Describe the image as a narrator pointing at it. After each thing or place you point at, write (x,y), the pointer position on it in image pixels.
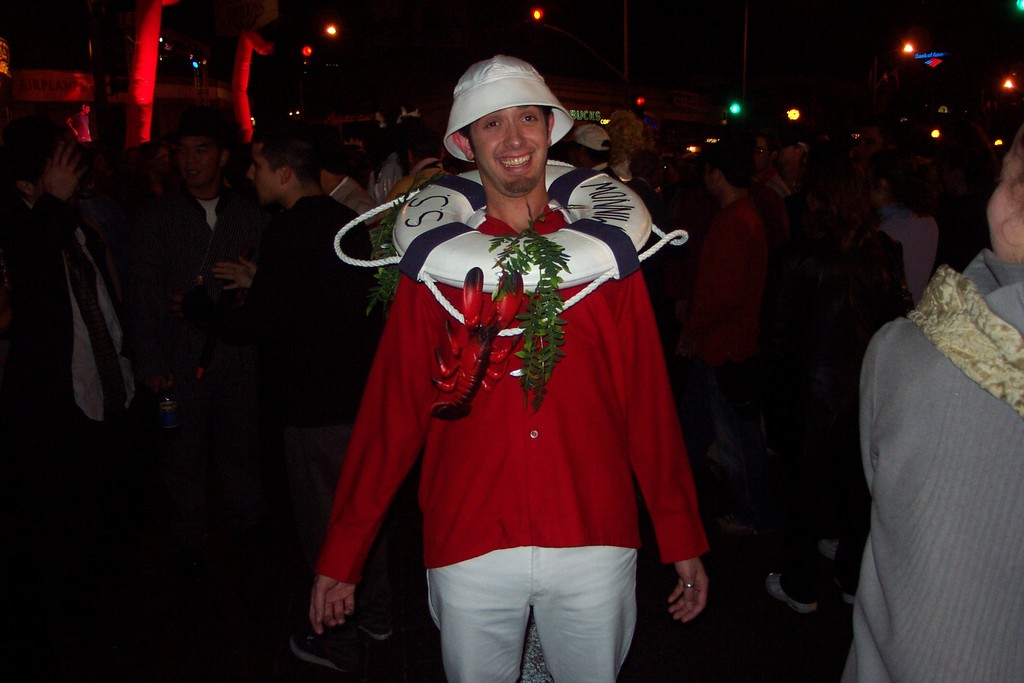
In this image I can see a person (590,321) wearing a red color shirt (579,392) and he is smiling and back side of him I can see so many persons (791,334) and I can see colorful lights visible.
